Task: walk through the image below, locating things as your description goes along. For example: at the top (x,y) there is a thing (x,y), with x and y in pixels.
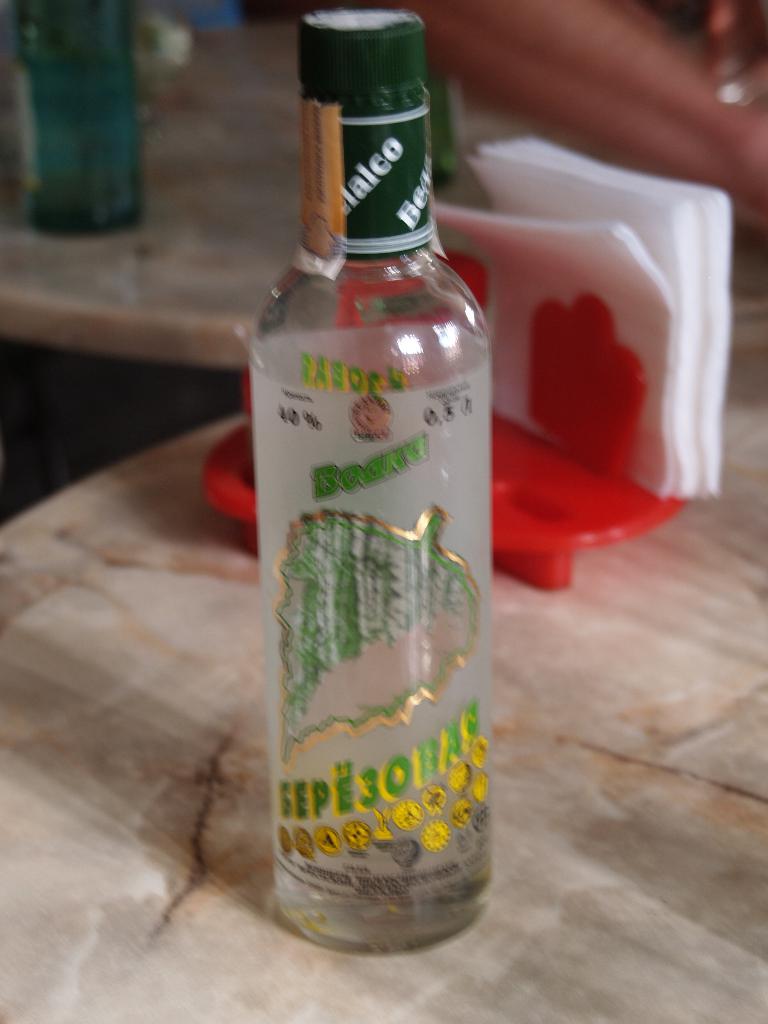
In this image I can see a bottle (406,647) and tissue stand (585,433) on the table (597,706). The tissue stand (623,522) is in red color and the bottle (370,400) is in green color.
